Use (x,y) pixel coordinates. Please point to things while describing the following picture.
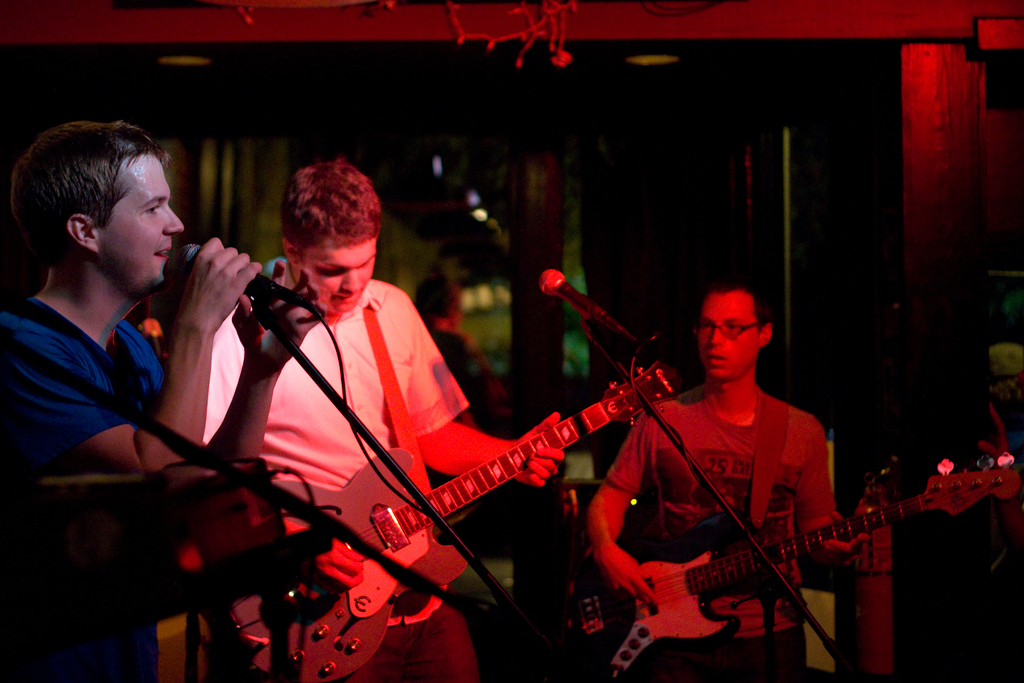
In this image I can see three persons (254,413) are standing holding musical instruments (455,554) and microphone (247,285) in their hands (204,308). I can see few microphones (572,287), few wooden poles (543,387) and the dark background (759,236).
